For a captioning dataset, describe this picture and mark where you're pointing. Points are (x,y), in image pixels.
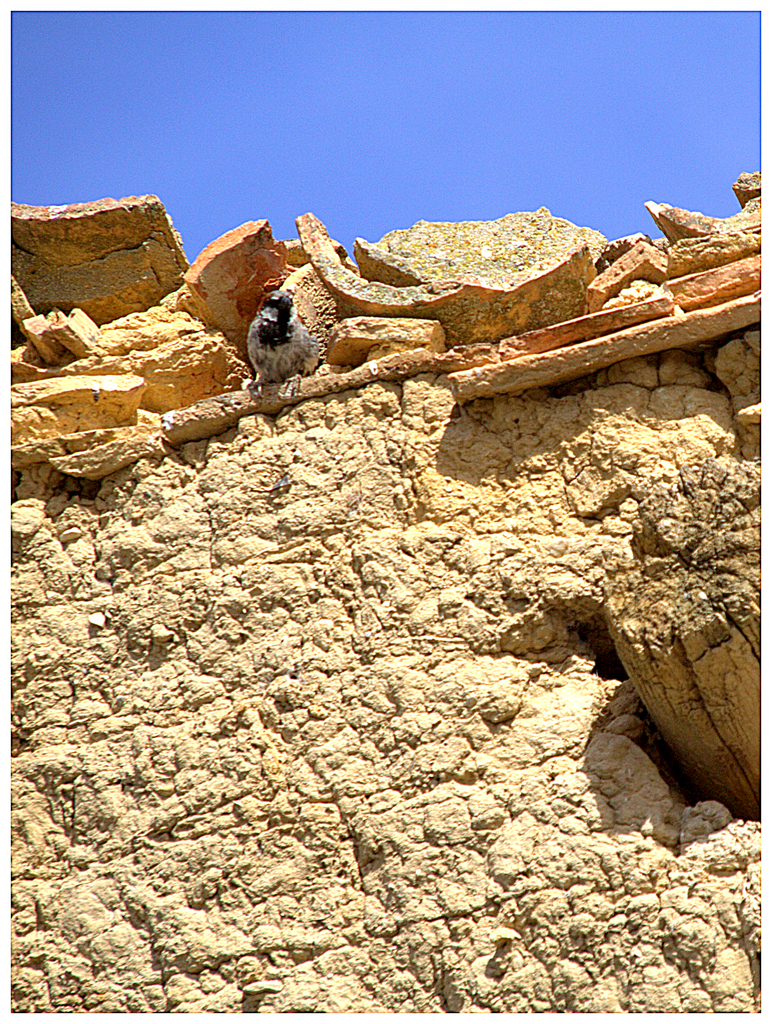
In this image we can see a bird (295,340) on the wall (375,489), also we can the sky (312,187), rocks (354,246), and a wood (696,718).
